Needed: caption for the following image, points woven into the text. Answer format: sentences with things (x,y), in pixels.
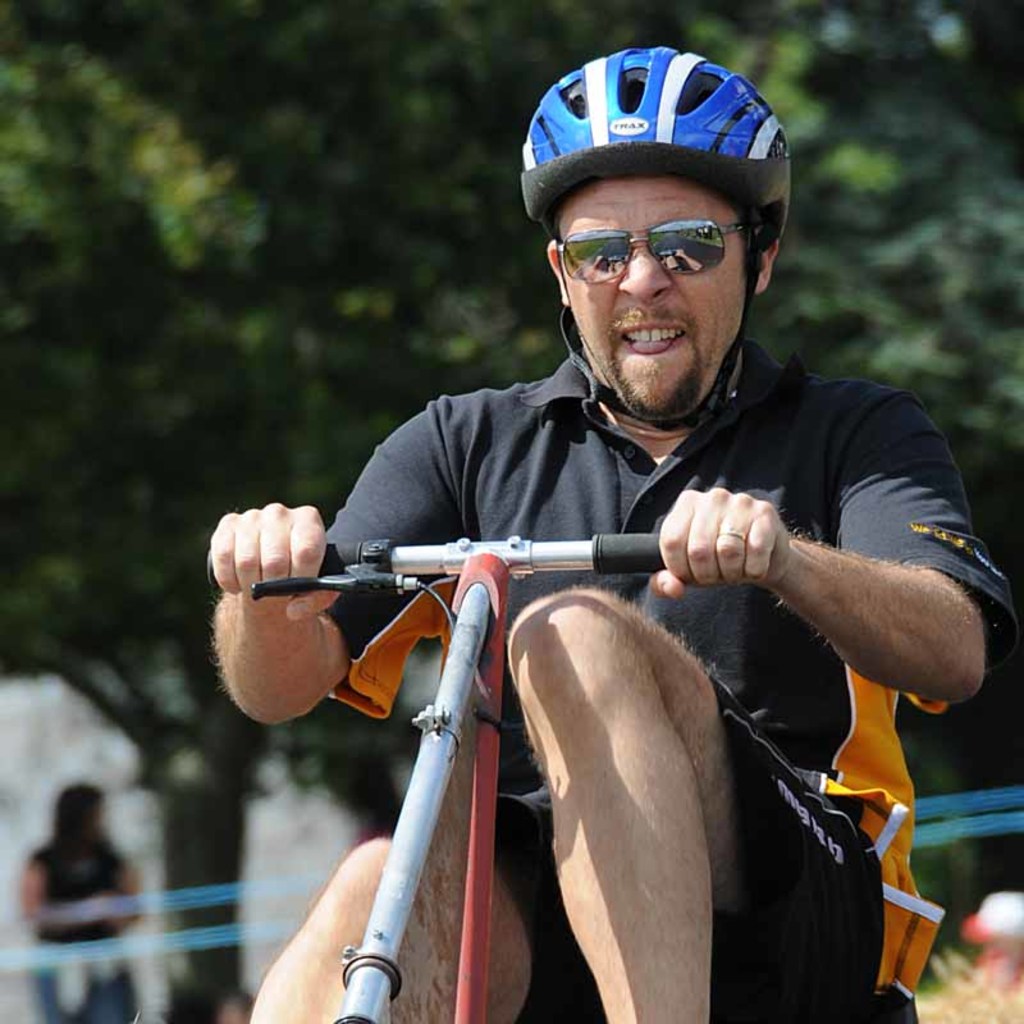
In this image I can see the person (703,489) wearing the black color dress (869,451) and also the blue color helmet (523,153). He is riding the bicycle (401,885). In the back (116,879) I can see the one more person (68,895) and the trees (259,278).
